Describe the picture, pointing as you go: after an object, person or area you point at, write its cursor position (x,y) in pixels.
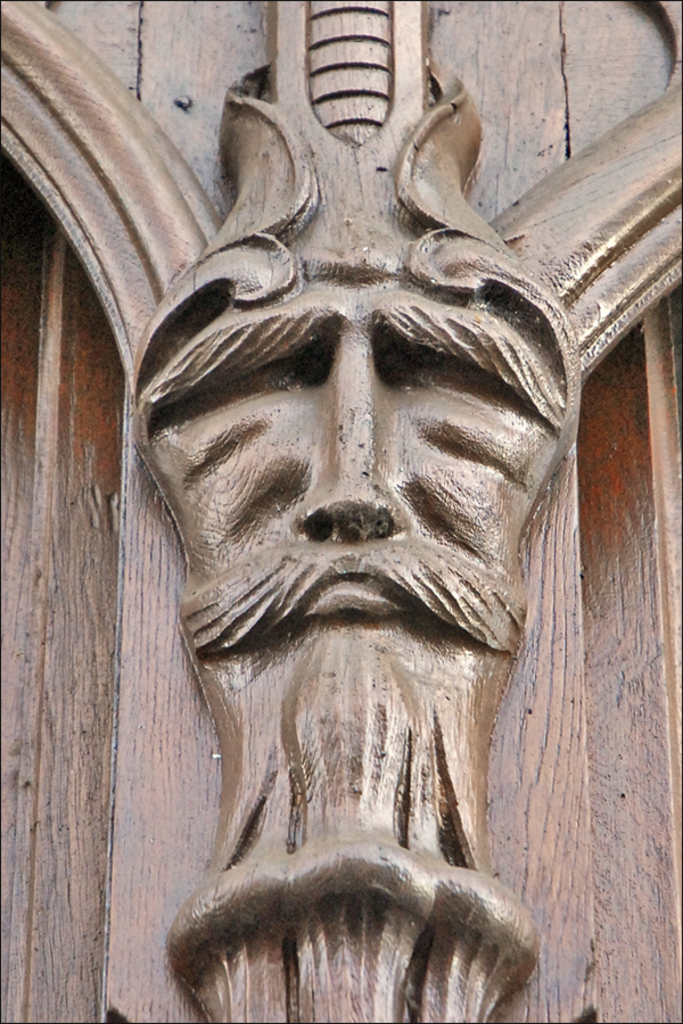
In this image there is a sculpture (343,502).
